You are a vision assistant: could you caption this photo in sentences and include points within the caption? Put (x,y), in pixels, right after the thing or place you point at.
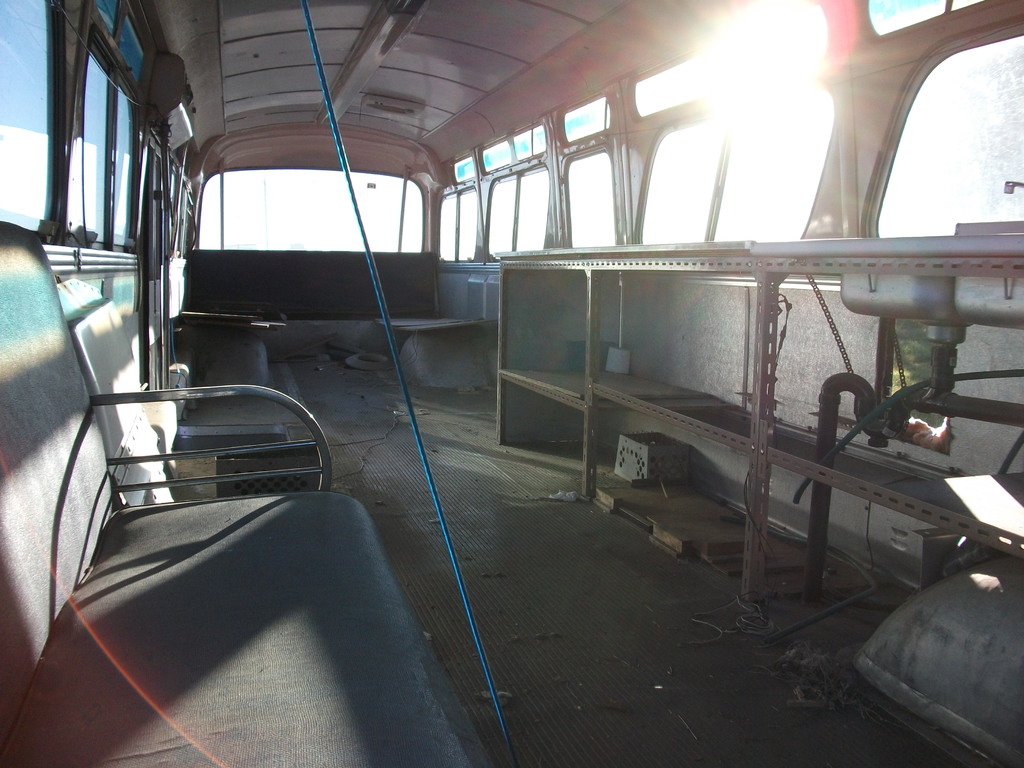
In the image we can see inside of a vehicle (659,315).
